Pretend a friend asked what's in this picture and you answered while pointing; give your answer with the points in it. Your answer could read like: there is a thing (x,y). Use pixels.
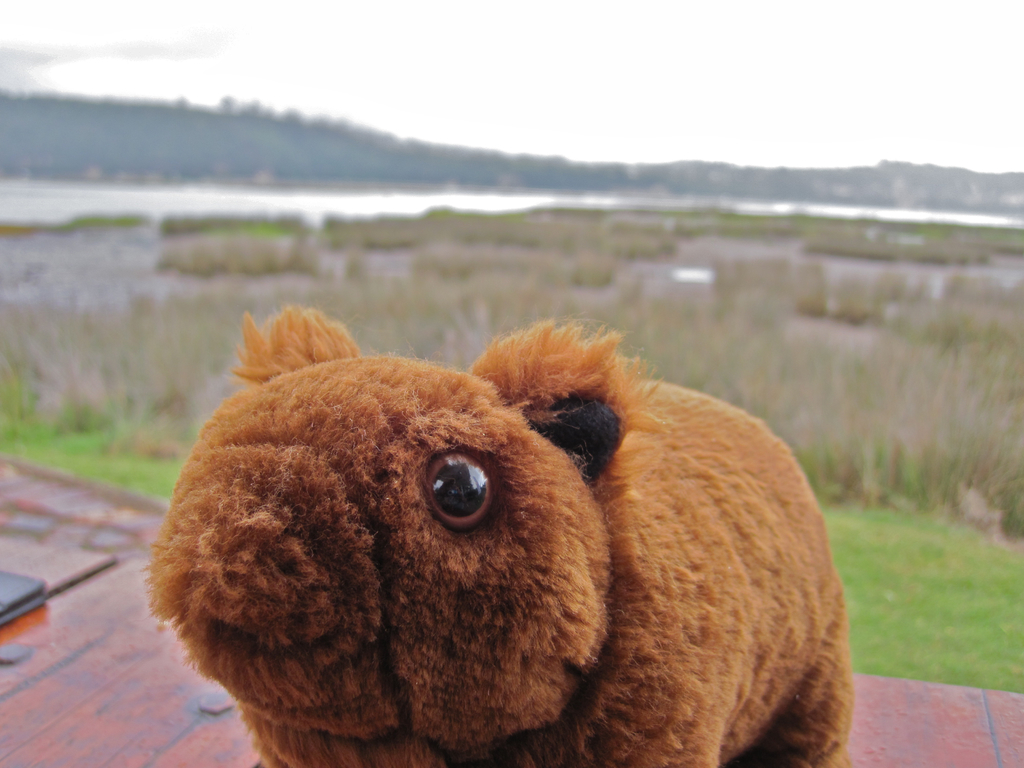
In the foreground of the picture (424,467) I can see the teddy bear (614,478) on the wooden table (103,709). In the background (666,361), I can see the farm field (601,257) and hills (89,105).
